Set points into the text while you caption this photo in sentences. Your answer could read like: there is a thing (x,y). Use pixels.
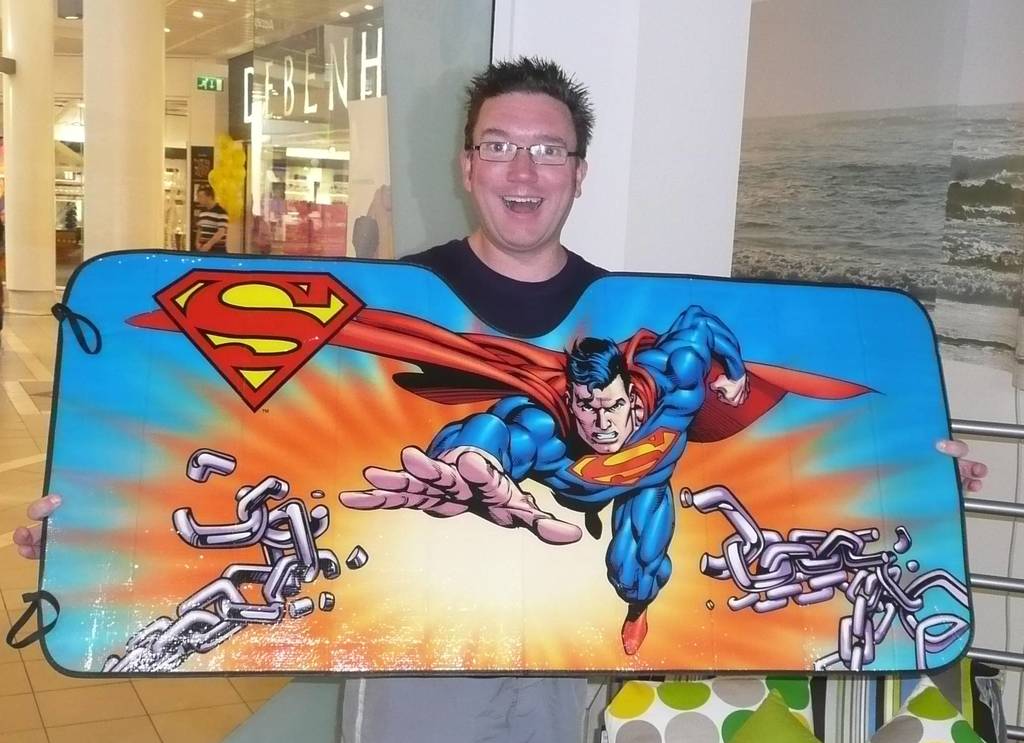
In the picture we can see man (485,276) wearing black color T-shirt (477,275), spectacles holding some board (338,451) in his hands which is painted, we can see image of superman (584,430) and in the background (288,245) there is glass wall (298,121), there are some pillars (130,70) and a person (219,234) standing.
